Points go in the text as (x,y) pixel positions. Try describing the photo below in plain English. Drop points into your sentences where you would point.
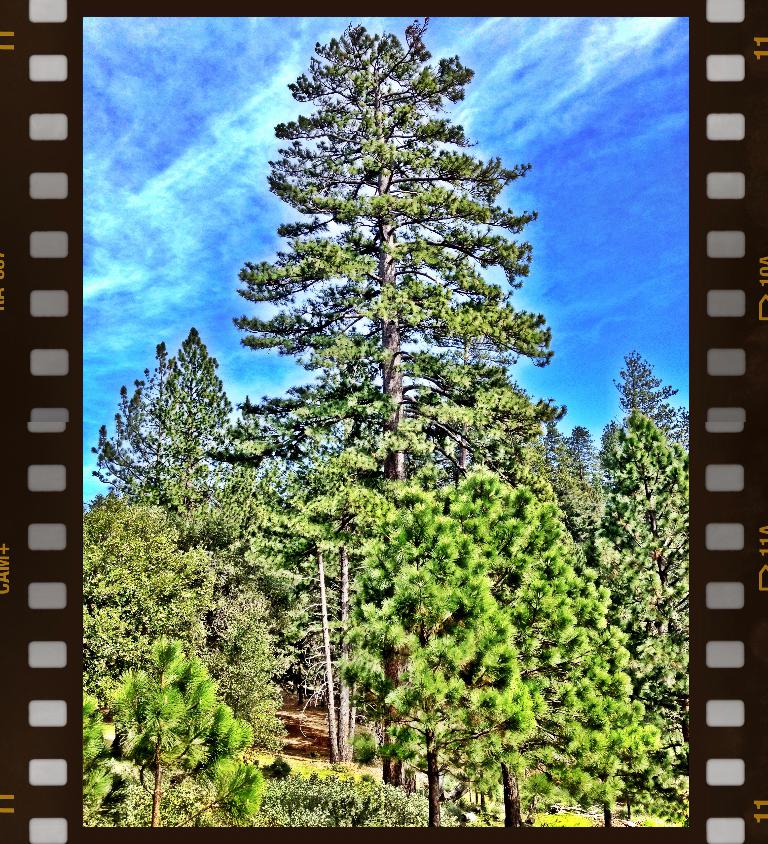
In this image I can see many trees (389,358) and in the background (562,236) I can see blue sky (603,162).
